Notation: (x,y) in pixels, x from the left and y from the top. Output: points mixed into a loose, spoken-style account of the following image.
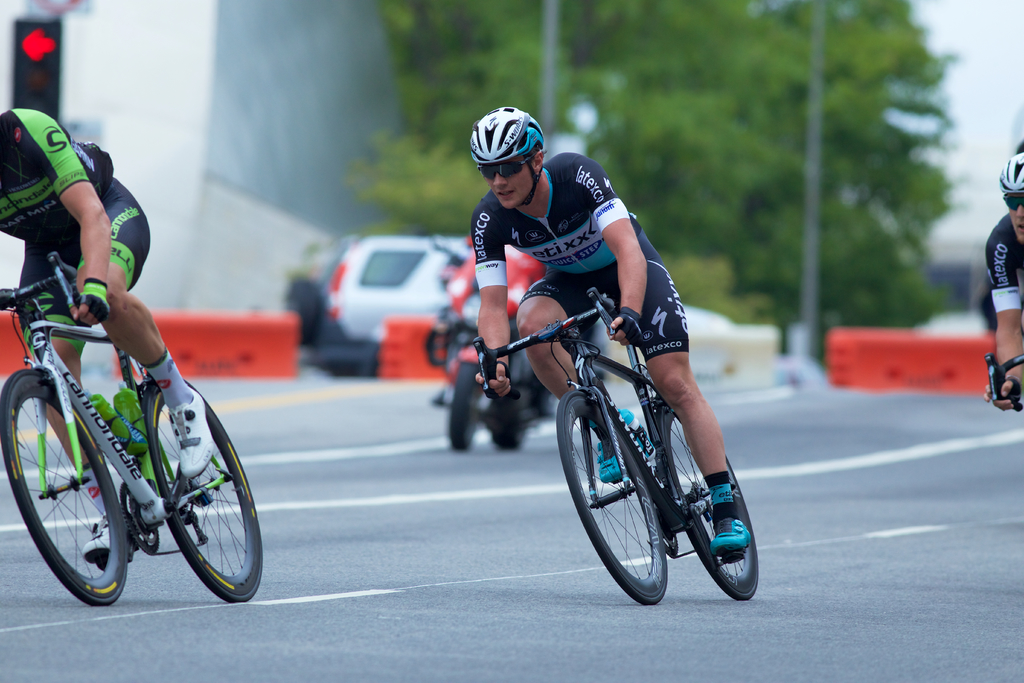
This picture describes about group of people (508,290), few people (508,290) are riding bicycles (494,369) on the road (455,526), they wore helmets (506,135) and spectacles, behind them we can see a car (409,272), motorcycle (517,270), few poles (544,107), trees (681,195) and barricades (845,352), on the left side of the image (32,77) we can see traffic lights (38,92) and a building (108,109).
